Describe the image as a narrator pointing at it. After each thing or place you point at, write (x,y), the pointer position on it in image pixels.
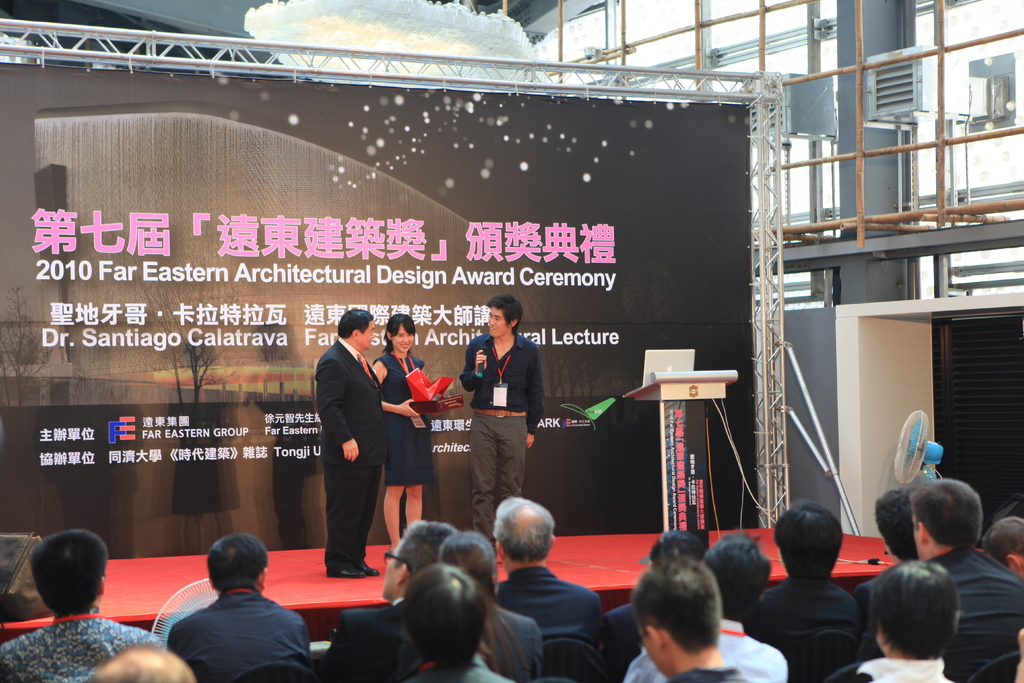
In the center of the image (353,375) we can see persons (429,438) standing on the dais (883,555). At the bottom of the image (808,592) we can see crowd (539,623). On the right side of the image (936,459) we can see fan (913,434). In the background (62,103) we can see advertisements (325,189), windows (953,38) and iron bars (913,249).
